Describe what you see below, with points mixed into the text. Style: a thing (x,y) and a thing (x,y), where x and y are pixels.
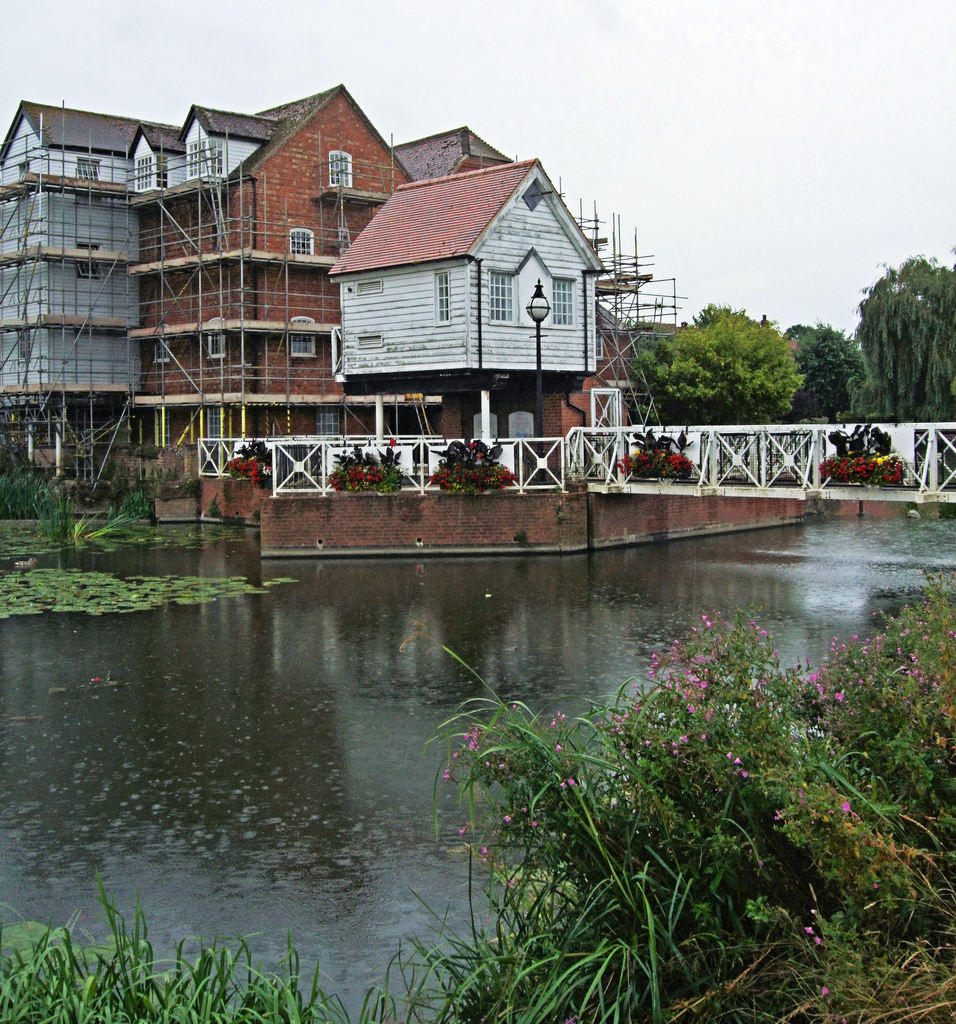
In this image I can see few plants (717,855) which are green in color and few flowers (859,656) to them which are pink in color. I can see the water (280,707), few leaves (190,580) on the surface of the water (293,711), the white colored bridge (724,494), few flowers (864,476) which are red in color, few buildings (380,302), a pole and few trees (829,350). In the background (842,265) I can see the sky (618,138).
